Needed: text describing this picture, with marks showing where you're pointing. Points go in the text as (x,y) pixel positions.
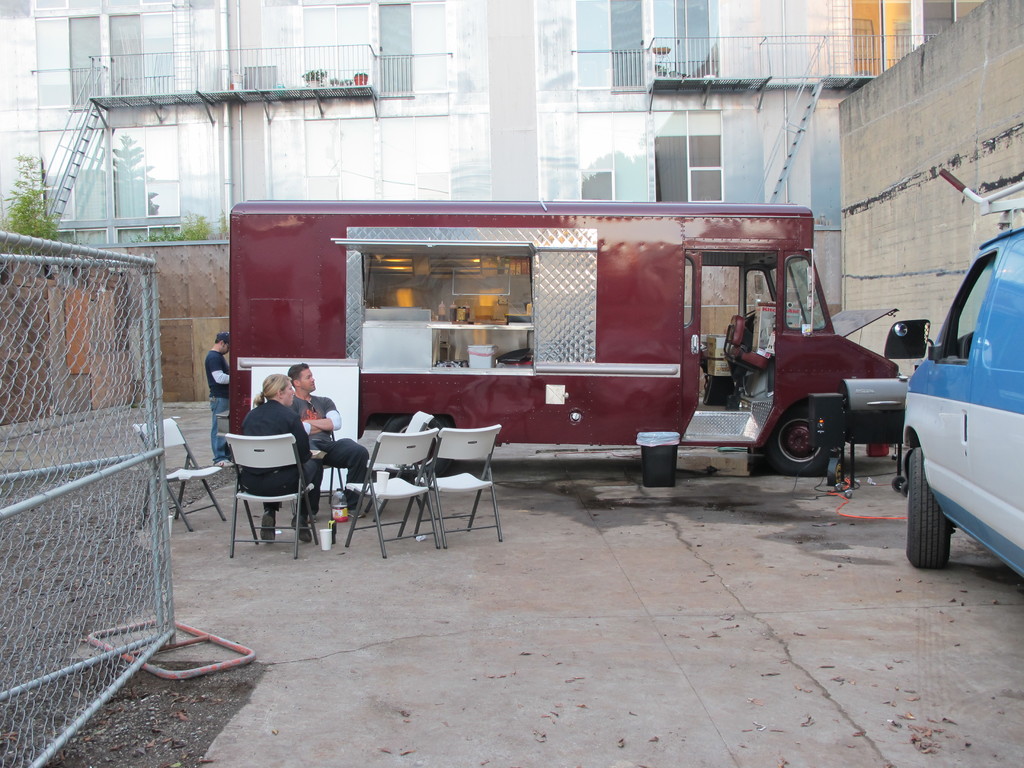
In this image, we can see few people (274,423), few are sat on the chairs (233,443). And there is a vehicles (603,425) in the middle (597,410) and right side (1003,464). Here there is a dustbin (651,486). On left side (125,583), we can see fencing (111,449). Background (737,146), few building (451,146), glass window (315,159), fencing (360,86), ladder (68,190), some trees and walls (838,244) we can see.
